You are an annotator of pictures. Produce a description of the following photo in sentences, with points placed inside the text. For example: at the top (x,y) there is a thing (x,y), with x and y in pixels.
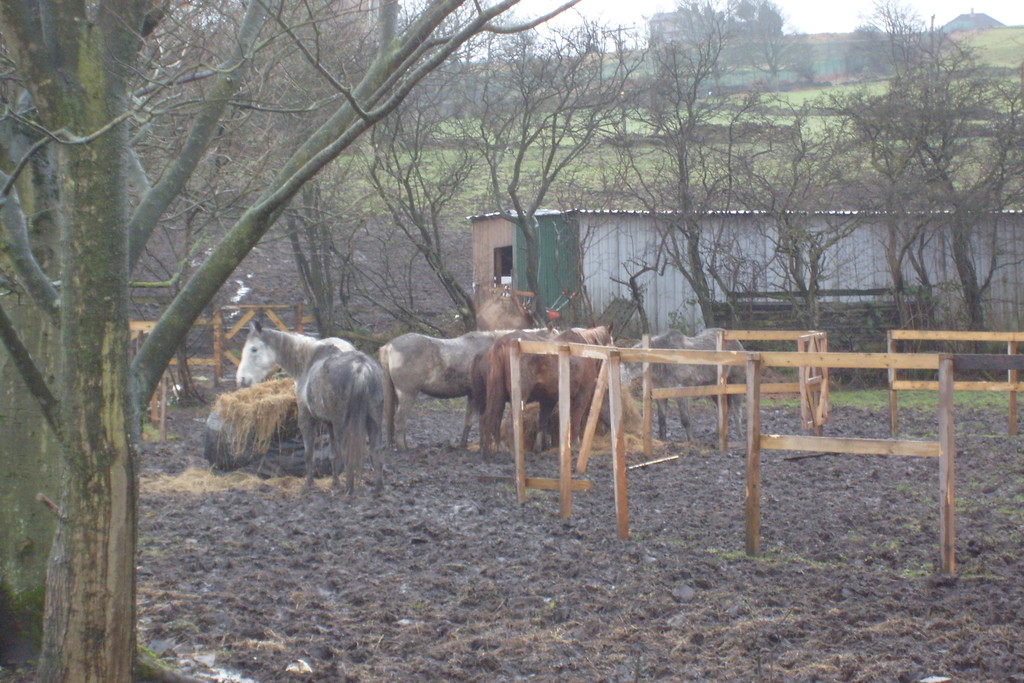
In the center of the image (350,383) there are horses (543,357) and we can see a fence (824,371). In the background (679,286) there is a shed (612,267) and we can see trees (928,167). There is sky (817,8).
